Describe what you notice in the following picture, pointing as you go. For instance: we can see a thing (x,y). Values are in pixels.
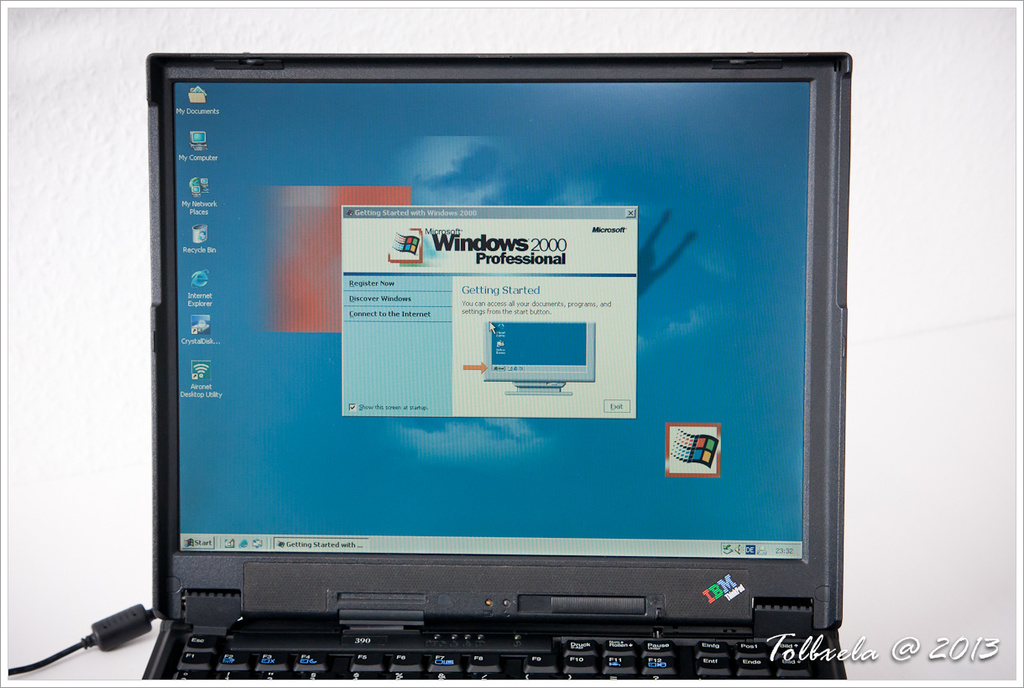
There is a picture of a laptop (319,481) in the middle of this image (415,325), and there is a white color wall (71,76) in the background (877,236). There is a watermark (838,637) at the bottom of this image (825,647).
